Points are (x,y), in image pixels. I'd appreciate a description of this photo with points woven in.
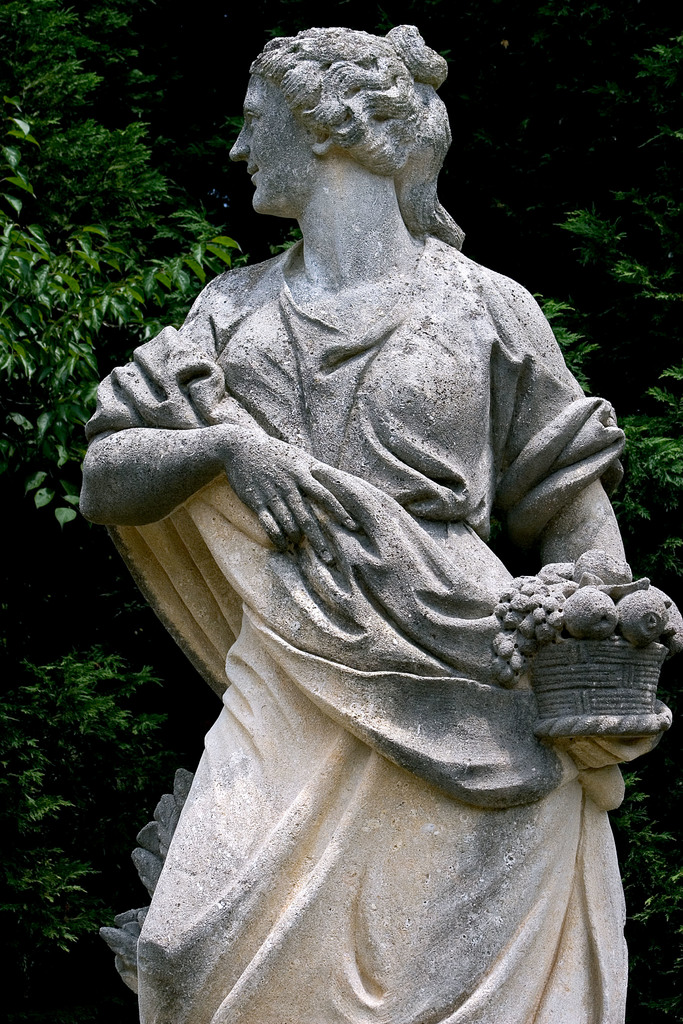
In this image there is a statue (257,356). In the background (104,228) there are trees (71,327). In the middle (396,443) there is a statue (408,492) of a girl (408,565) who is holding the basket (570,685). In the basket (576,652) there are fruits (603,618).
